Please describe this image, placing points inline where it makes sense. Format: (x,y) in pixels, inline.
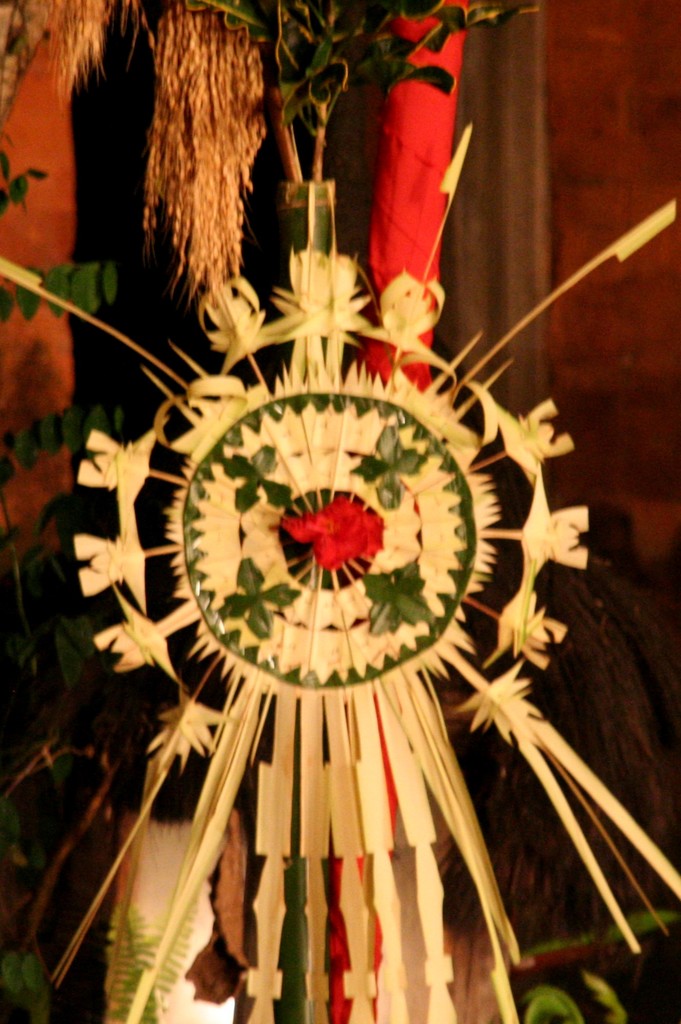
In the foreground of this picture (303,400) we can see an object (423,394) seems to be the decoration item (389,581) and we can see the green leaves (6,292) and a red color object (420,182) seems to be the cloth (440,190) and we can see some other objects (164,878) in the background (167,870) and we can see a wall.
